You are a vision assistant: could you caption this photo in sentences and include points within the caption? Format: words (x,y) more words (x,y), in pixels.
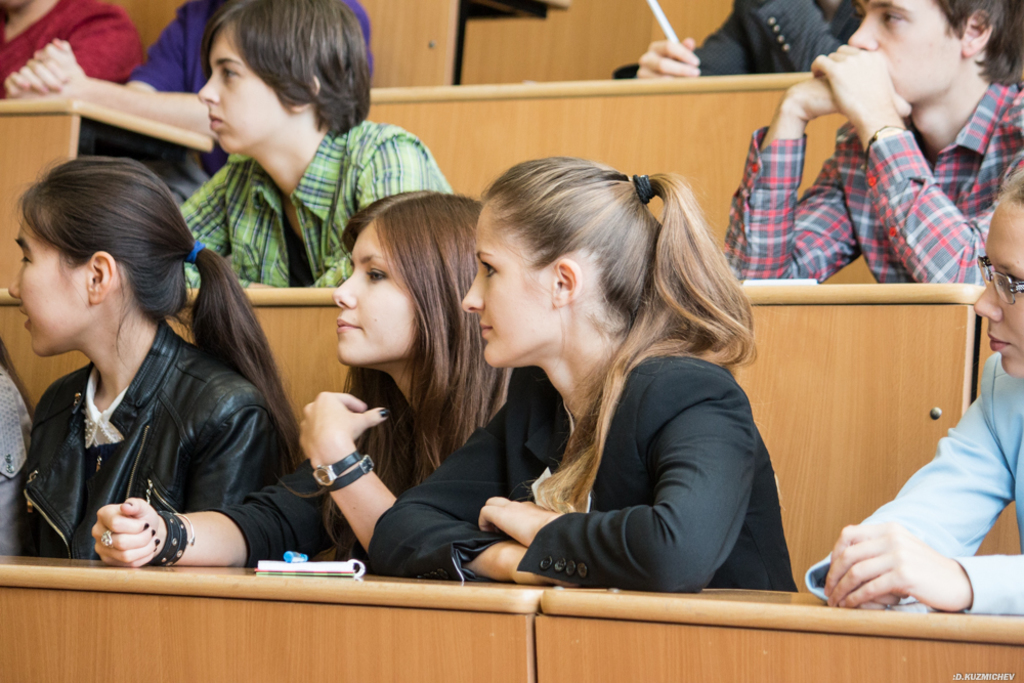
In this picture there are group of people (569,171) those who are sitting in series on the benches (76,634), in the center of the image (613,272).
